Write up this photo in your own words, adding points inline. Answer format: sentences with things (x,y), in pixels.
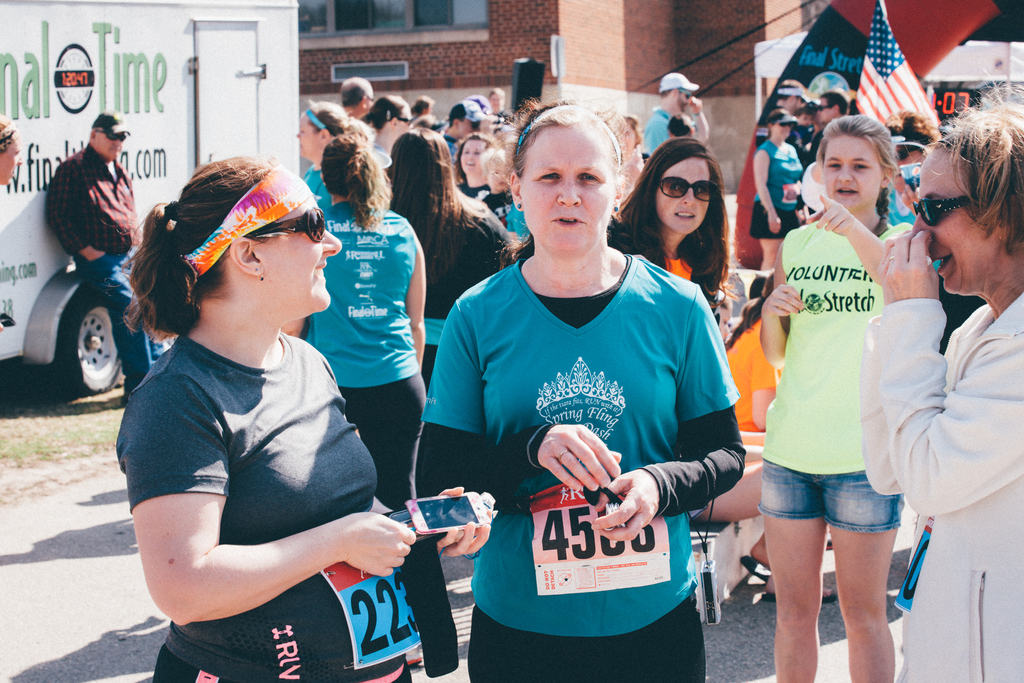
In this picture we can see there are some people (387,312) standing and some people (746,425) are sitting. On the left side of the people (498,236) there is a vehicle (48,64). Behind the people (539,245) there is a flag (881,86), inflatable object (899,9) and a building (535,44).
